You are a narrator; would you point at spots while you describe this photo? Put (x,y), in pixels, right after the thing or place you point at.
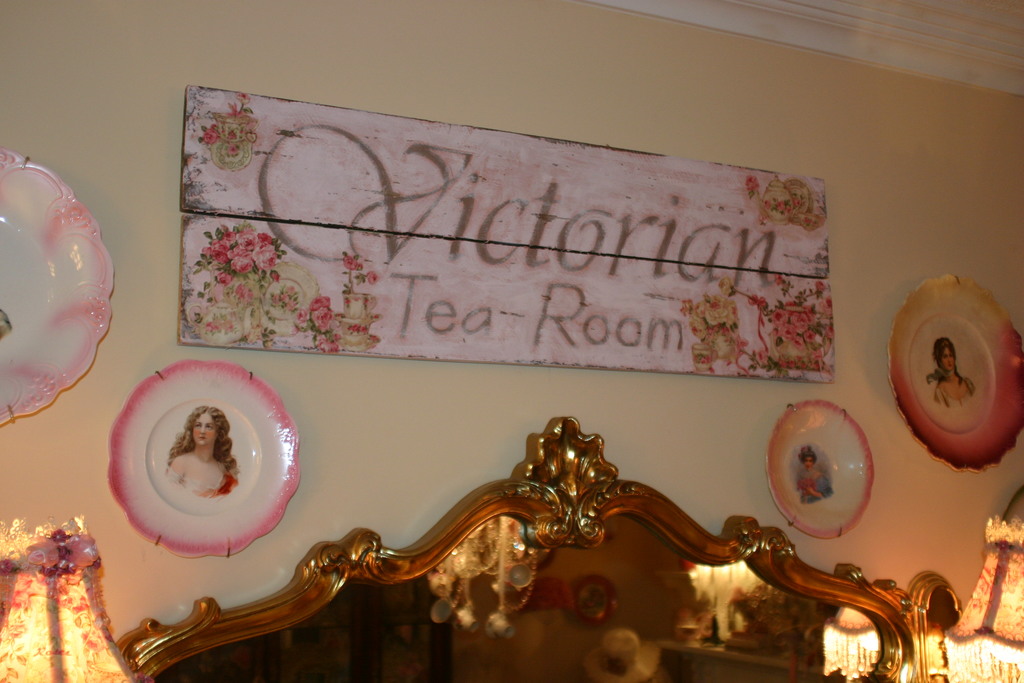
In the center of the image (511,254) there is a board (435,209). On the left (181,465) and right side of the image (825,450) we can see plates (174,421). At the bottom (372,628) there is a mirror (412,611). In the background (426,69) there is a wall (392,67).
